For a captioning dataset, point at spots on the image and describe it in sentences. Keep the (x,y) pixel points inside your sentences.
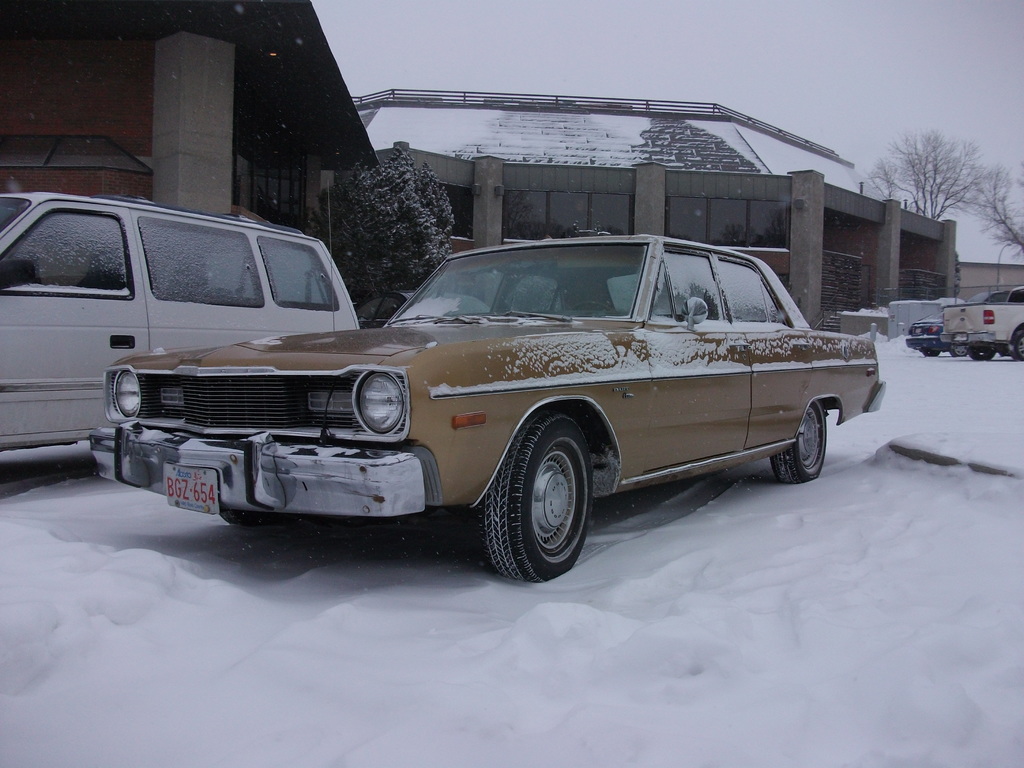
In this picture we can observe some cars (321,377) on the snow (344,562). There is some snow (301,547) on the land (745,629). We can observe trees (920,183). in the background (752,85) there is a sky (448,63).
